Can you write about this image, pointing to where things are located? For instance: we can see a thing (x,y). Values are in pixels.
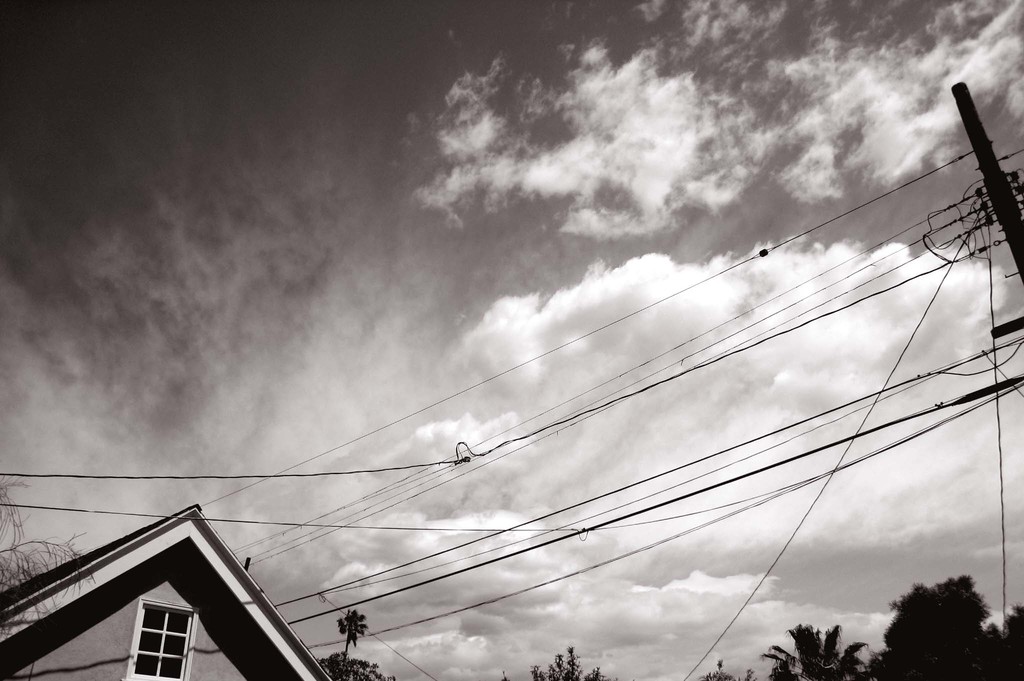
This is a black and white image, in this image there is a house (279,636) and electric pole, in the background (485,656) there are trees (801,663) and a sky (397,349).
